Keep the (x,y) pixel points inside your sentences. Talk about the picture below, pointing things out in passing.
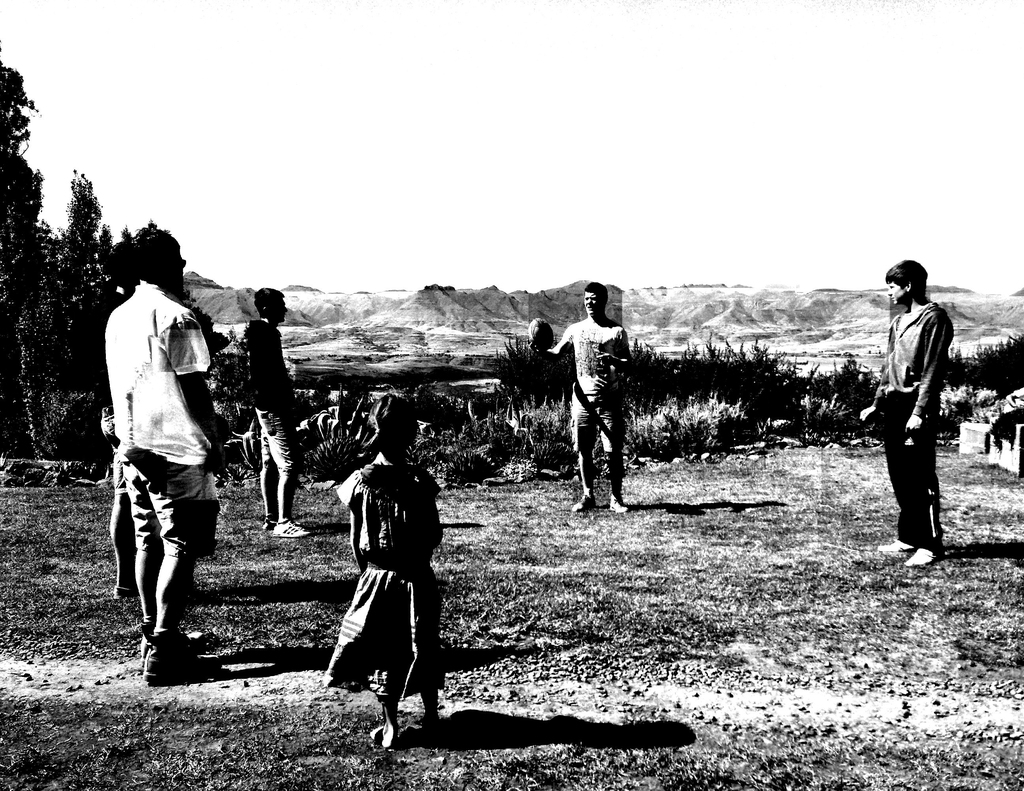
In this picture there are group of people (210,476) standing and there is a person (611,357) standing and holding the ball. At the back (38,344) there are mountains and trees (34,331). At the top (545,159) there is sky (584,141). At the bottom (574,716) there is grass (550,748) and mud (511,707).
